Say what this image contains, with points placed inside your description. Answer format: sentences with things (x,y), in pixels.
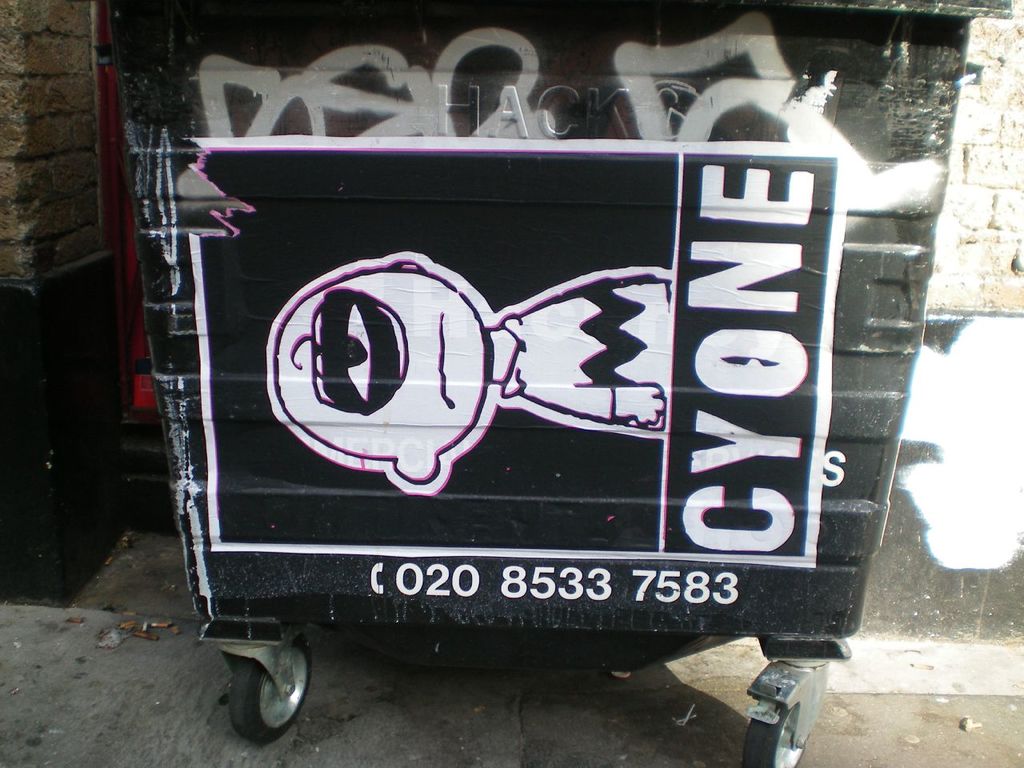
In this image in the front (549,474) there is a trolley (780,437) with some text (781,358) and numbers (608,587) written on it and there is a cartoon image (501,354) on the trolley (469,391). On the left side (78,172) there is a wall (53,260) and on the right side (984,236) there is a wall (961,230).
